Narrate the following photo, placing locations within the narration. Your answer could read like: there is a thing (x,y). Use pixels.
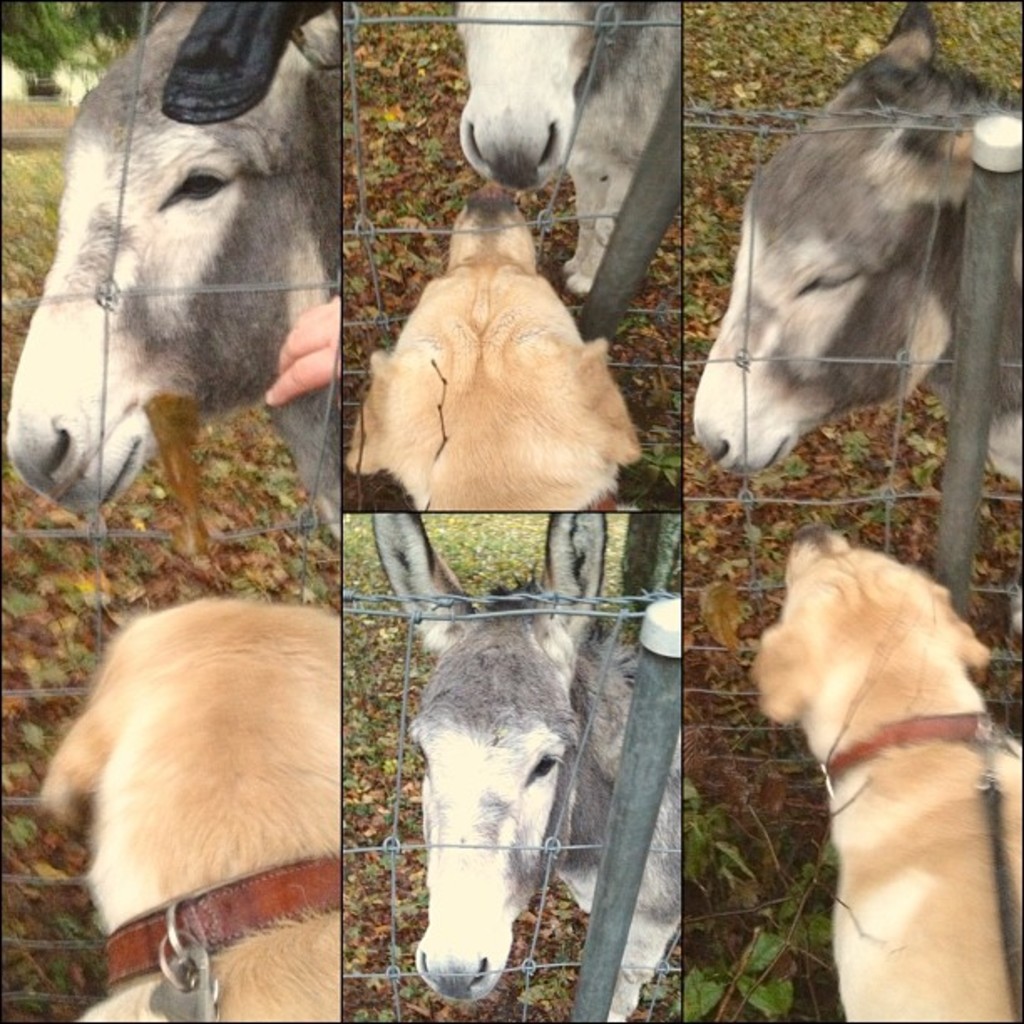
In this image at the bottom (872,743) there are two dogs (901,790) and one donkey (566,814), on the top of the image (801,163) there are three donkeys (538,103) and one dog (572,344) and there is some grass (715,146) and net (732,112).
